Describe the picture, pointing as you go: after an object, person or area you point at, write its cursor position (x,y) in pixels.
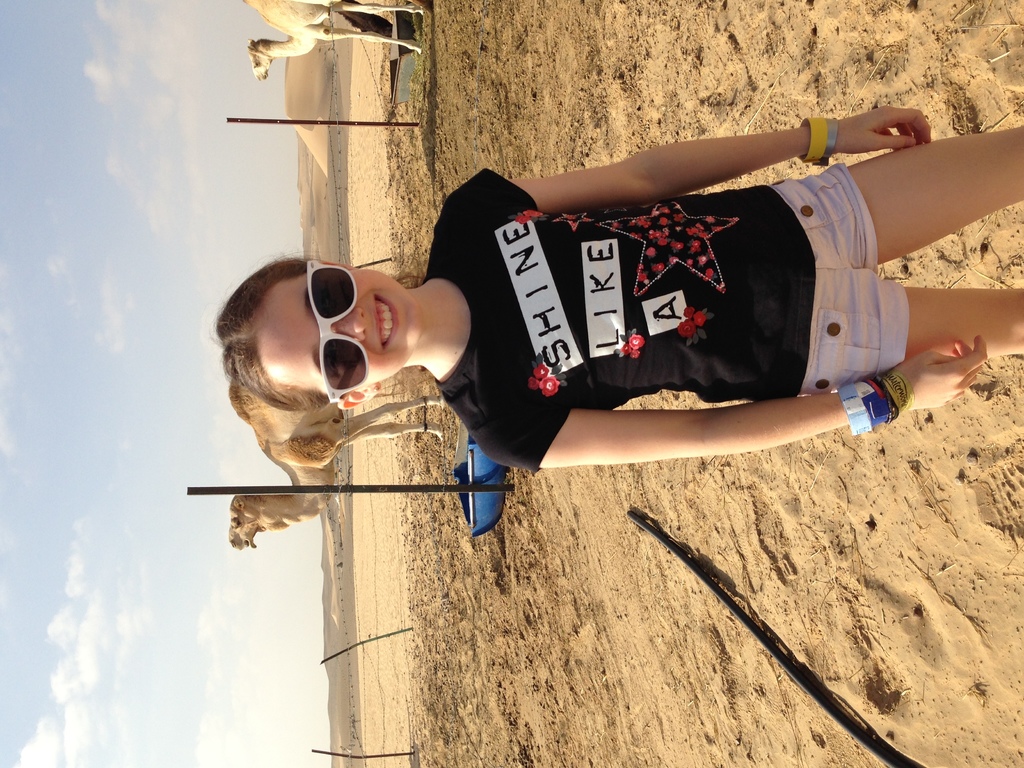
Girl (766,239) wore goggles (355,293) and smiling. Background (288,23) there are camels (278,10) and poles (284,122). Sky (244,128) is cloudy.
